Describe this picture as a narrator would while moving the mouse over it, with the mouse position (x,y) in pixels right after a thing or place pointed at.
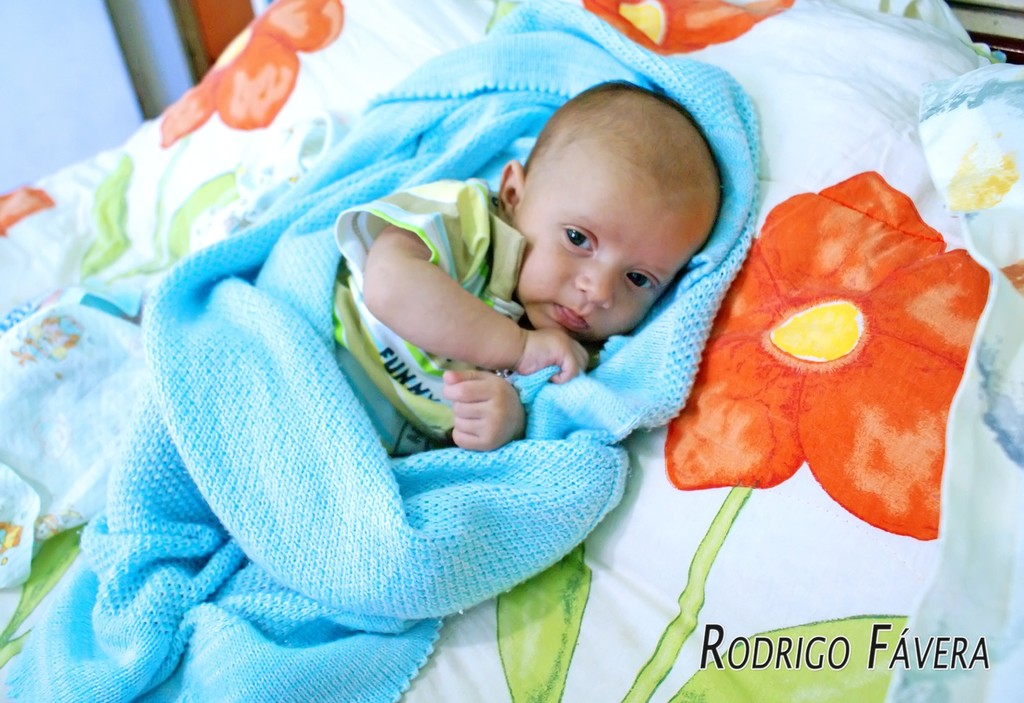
In this image I can see a white colour cloth (770,218) and on it I can see a baby (394,407). I can see this baby (430,296) is wearing green colour dress (436,228) and around this baby (388,422) I can see a blue colour cloth (451,505). On the right bottom side of this image (838,635) I can see a watermark (739,658) and I can also see few flowers pictures (259,83) on the cloth (745,419).
